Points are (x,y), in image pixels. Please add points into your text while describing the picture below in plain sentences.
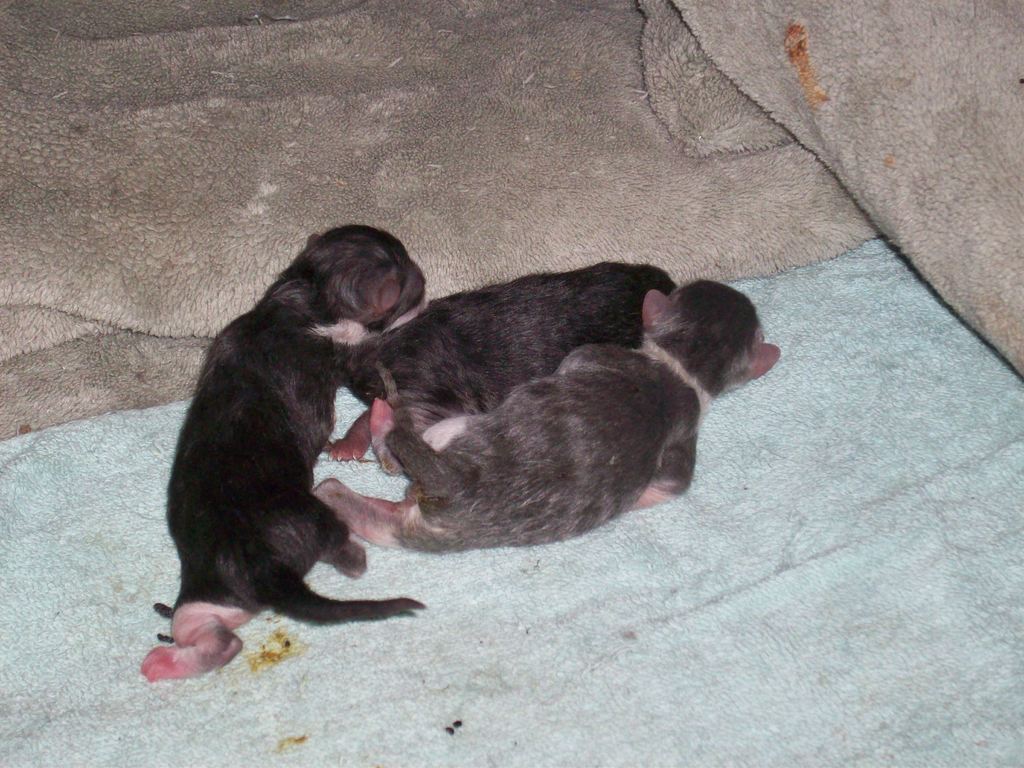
In this image I can see three black color animals (319,420) are laying on a bed sheet (638,586). On the top of the image (512,156) there are two more bed sheets (498,128).
